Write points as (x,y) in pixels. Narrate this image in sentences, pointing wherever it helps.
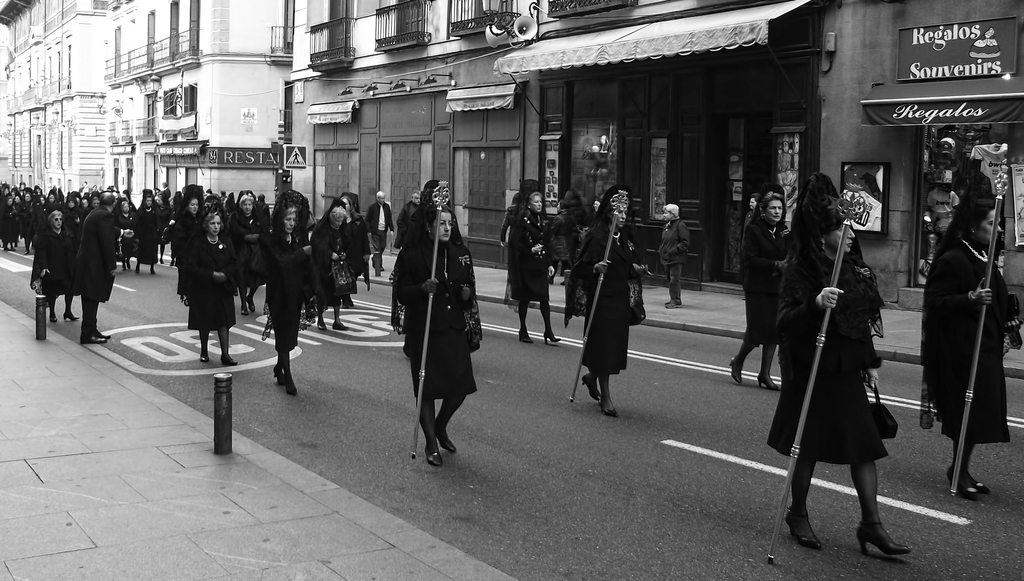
In this picture there are group of people (288,240) wearing black dress (278,238) are walking where few among them (425,304) are holding a stick (831,292) in their hands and there are buildings (294,85) in the background (339,78).
